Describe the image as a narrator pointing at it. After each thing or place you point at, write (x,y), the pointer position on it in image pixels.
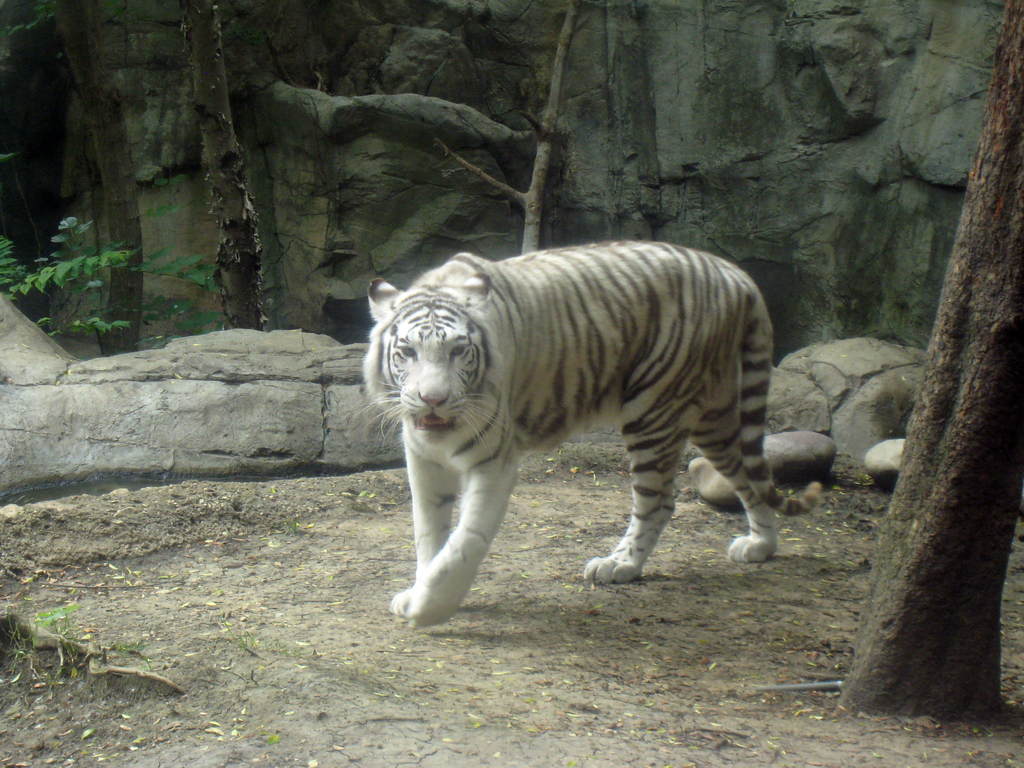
In this image I can see an animal (423,517) which is in white, cream and black color. To the side of an animal (629,452) I can see the trunks (906,564), stones (829,446) and the plant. In the background (515,152) I can see the rock (319,225).
